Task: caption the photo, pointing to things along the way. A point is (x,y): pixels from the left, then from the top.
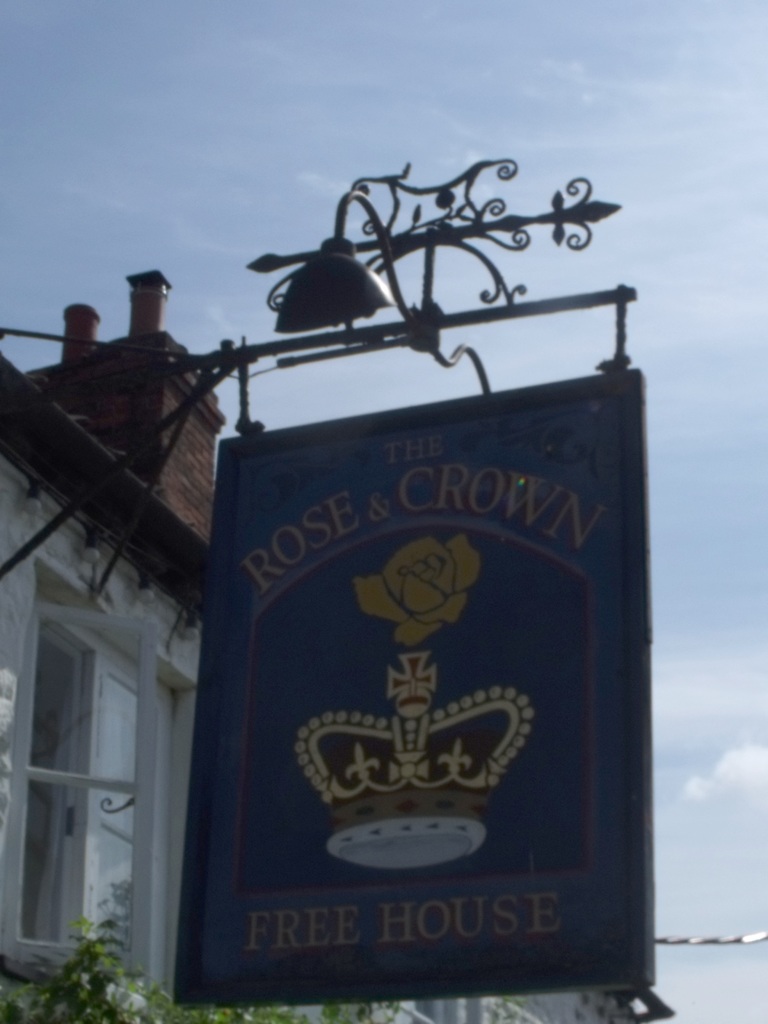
In this image I see the pole (19,335) on which there is a board (350,604) and I see something is written. In the background (30,723) I see the building (43,930) and I see the green leaves (110,997) over here and I see the sky (676,438).
